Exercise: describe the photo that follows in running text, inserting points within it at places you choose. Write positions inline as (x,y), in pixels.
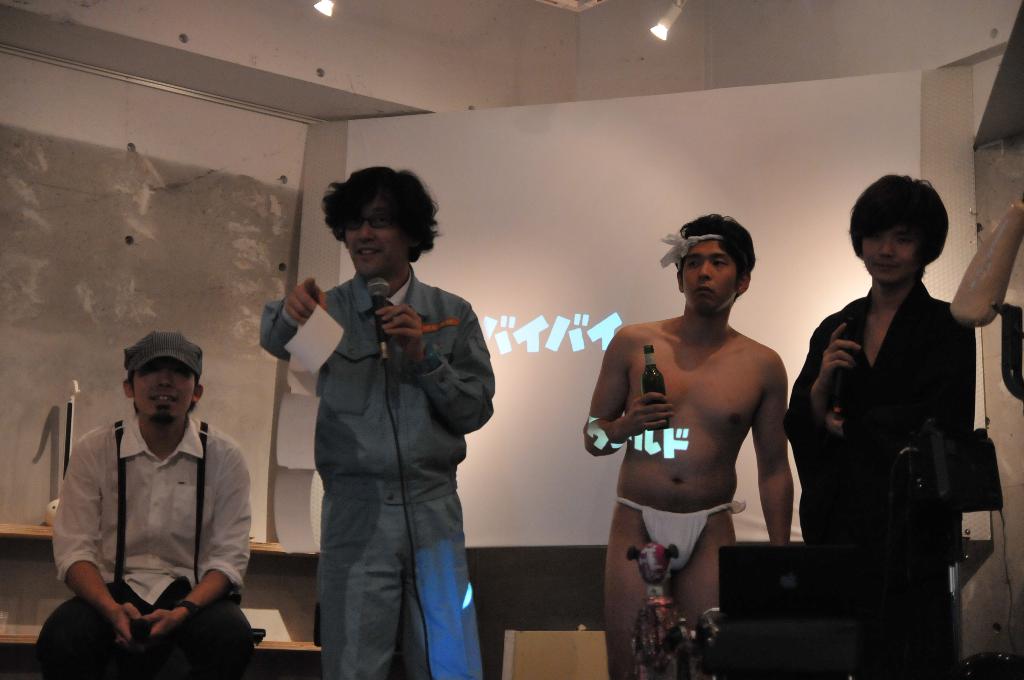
There are four people (694,433). One person (378,443) in middle (388,336) is holding a mic (385,302) and he is having a spectacles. One person (167,548) is sitting and is wearing a cap (138,345). In the background (503,331) there is a screen (560,393). And one person (706,376) is holding a bottle (650,377) and he is having a hair band (694,240). And there is a laptop (799,586) in front of him.
